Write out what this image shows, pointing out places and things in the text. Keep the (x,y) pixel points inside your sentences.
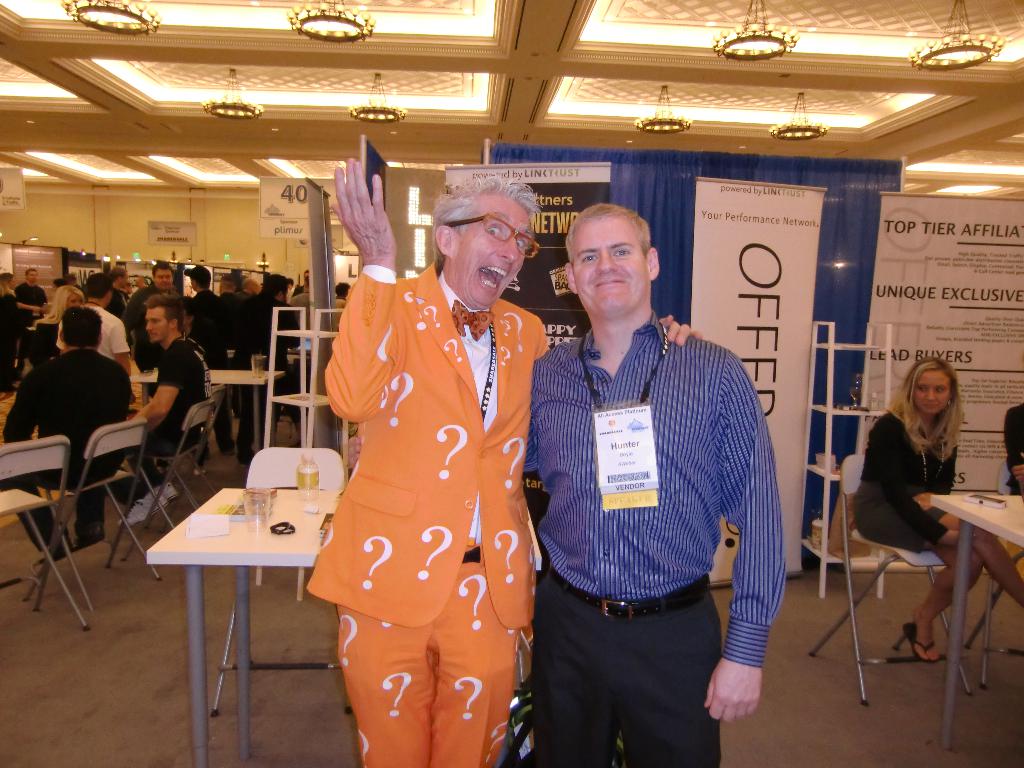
In this image I can see two person (480,398) standing in-front. At the back side (104,408) there are few people (51,486) sitting on the chair (43,502). On the table (275,547) there is a water bottle (310,487), glass (261,518).
